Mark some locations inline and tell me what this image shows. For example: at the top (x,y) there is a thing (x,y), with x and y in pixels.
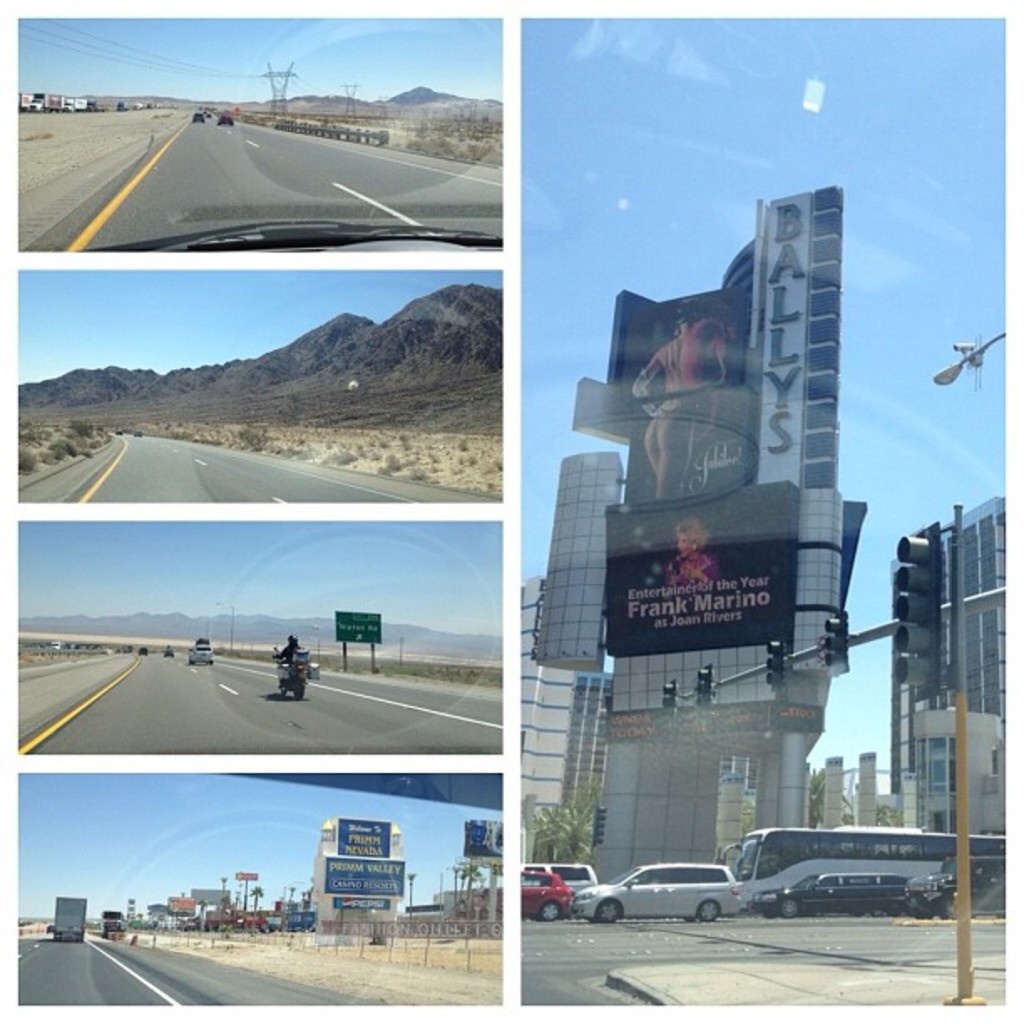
This is an edited collage image, where there are vehicles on the road (374,150), there are buildings (984,761), trees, hills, signal lights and boards (765,719) attached to the poles (962,582), there are electric towers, and in the background (203,833) there is sky (999,264).
